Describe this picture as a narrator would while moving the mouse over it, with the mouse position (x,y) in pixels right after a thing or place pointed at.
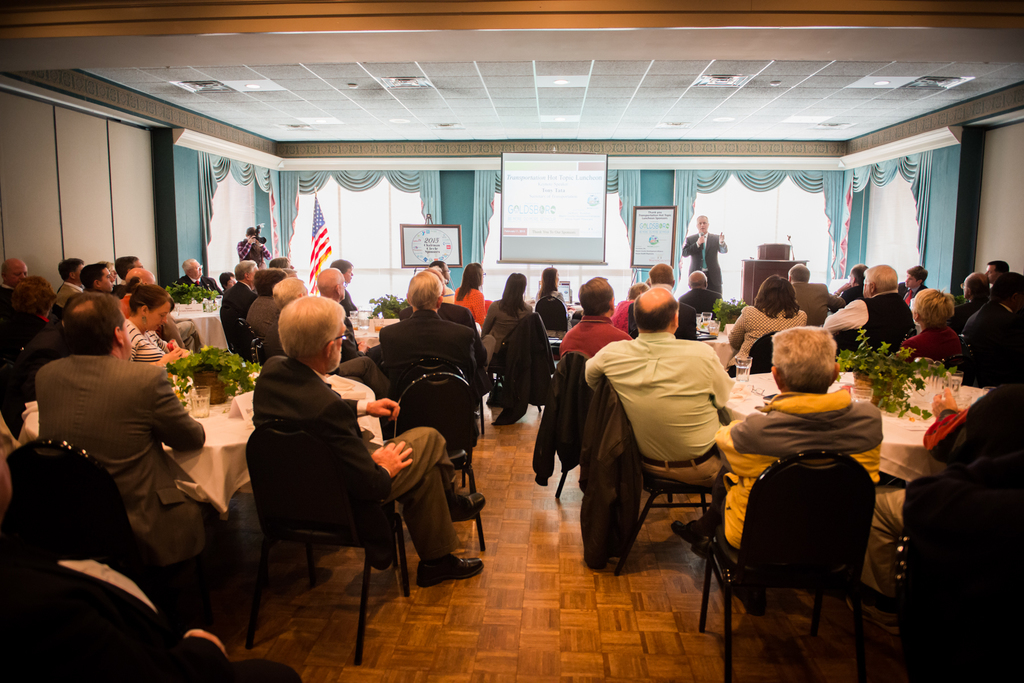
In this image I can see people (432,280) where few are standing and rest all are sitting on chairs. I can see one of them is holding a camera (258,229). In the background (317,251) I can see a flag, few boards (634,230) and a screen (506,194). I can also see few tables (227,458) and few plants (867,360) on it.
